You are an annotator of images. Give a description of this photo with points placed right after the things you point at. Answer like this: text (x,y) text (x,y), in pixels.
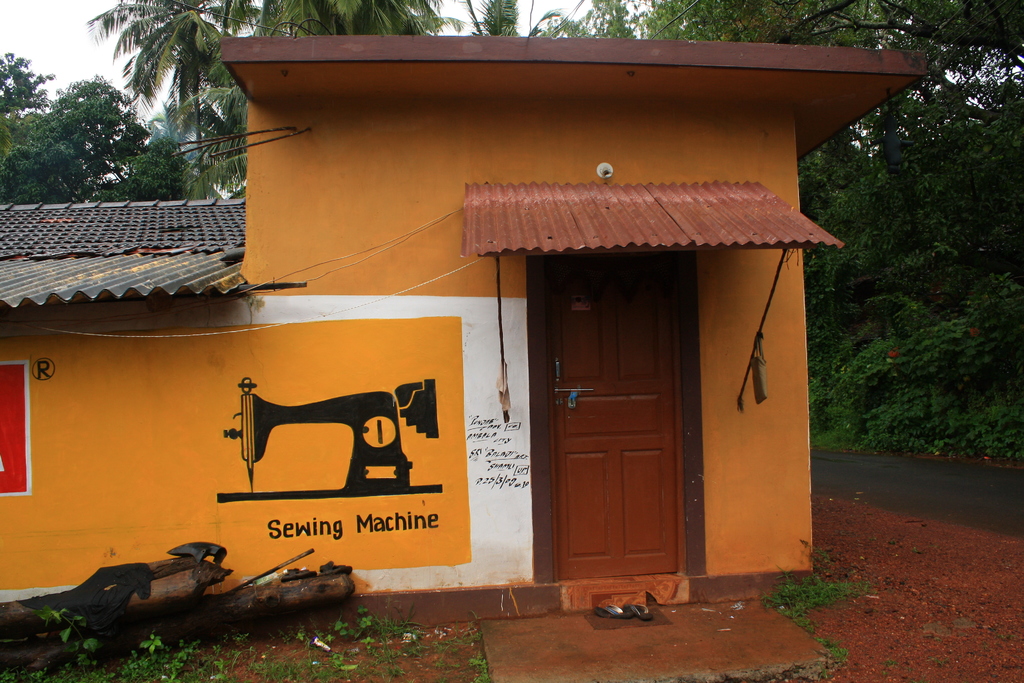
In this image there is a house (332,366) with a closed wooden door (557,443), in front of the house (280,509) there are a few objects (346,585), beside the house (705,508) there is a road (848,475), behind the house (419,161) there are trees (862,306).
